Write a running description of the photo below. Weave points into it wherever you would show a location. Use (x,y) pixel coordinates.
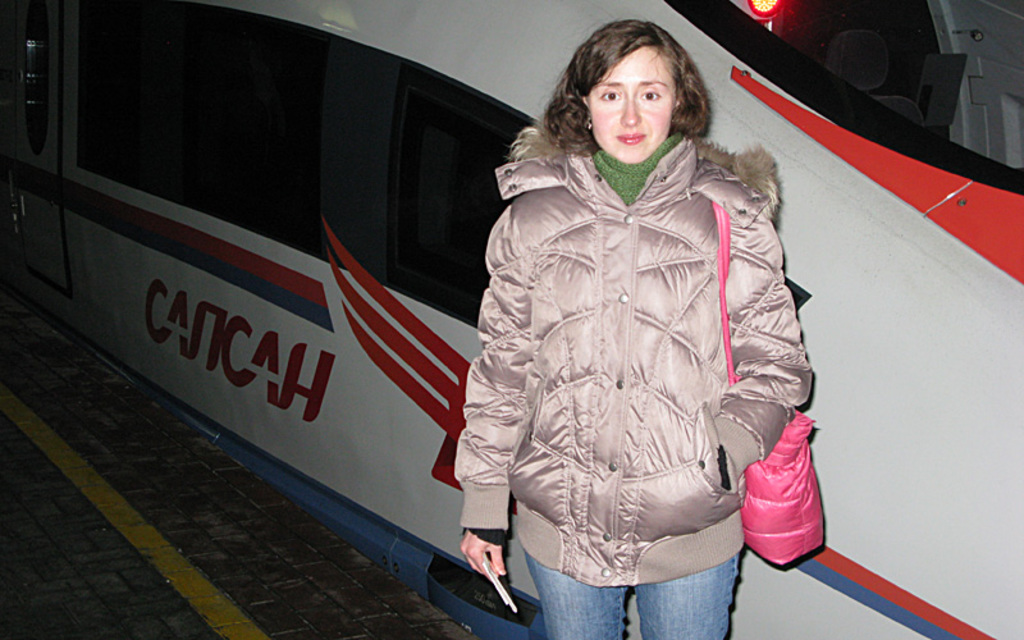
In the picture I can see a woman (596,402) is wearing a jacket (639,379), jeans pant (691,577) and a bag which is pink in color. In the background (448,406) I can see an object (320,363) which has something written on it.
